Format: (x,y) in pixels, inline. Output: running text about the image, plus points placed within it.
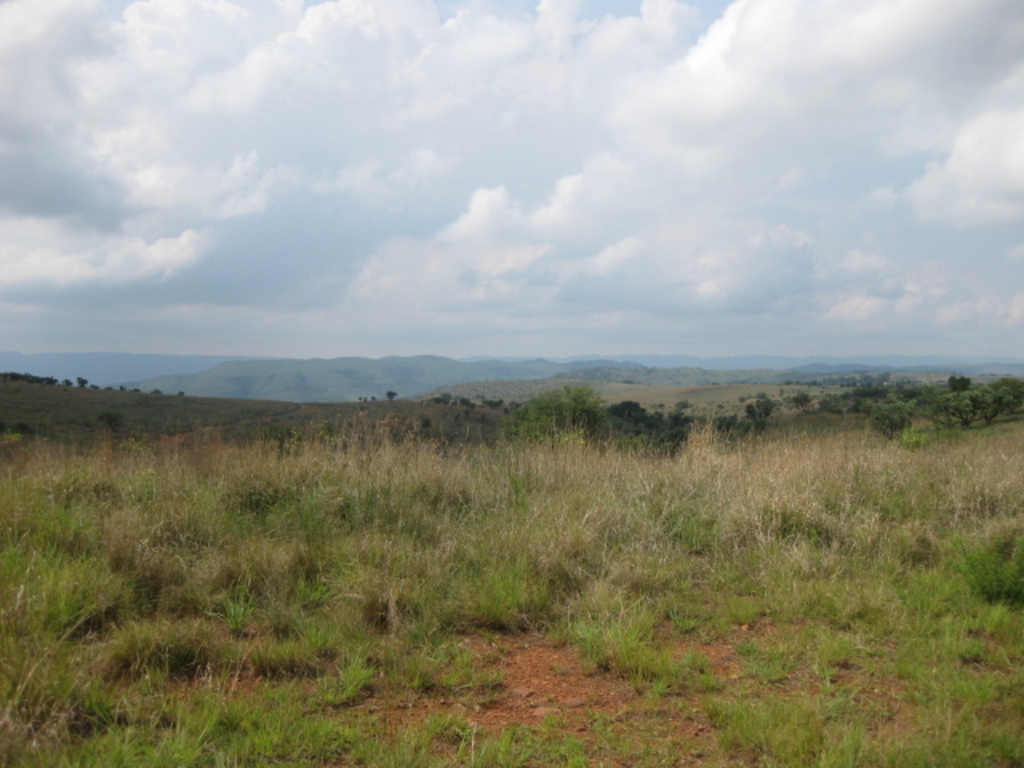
In this image there are many trees (914,398) and also grass (417,566). In the background (306,380) there are mountains (514,363). There is a cloudy sky (410,197) at the top (583,207).
